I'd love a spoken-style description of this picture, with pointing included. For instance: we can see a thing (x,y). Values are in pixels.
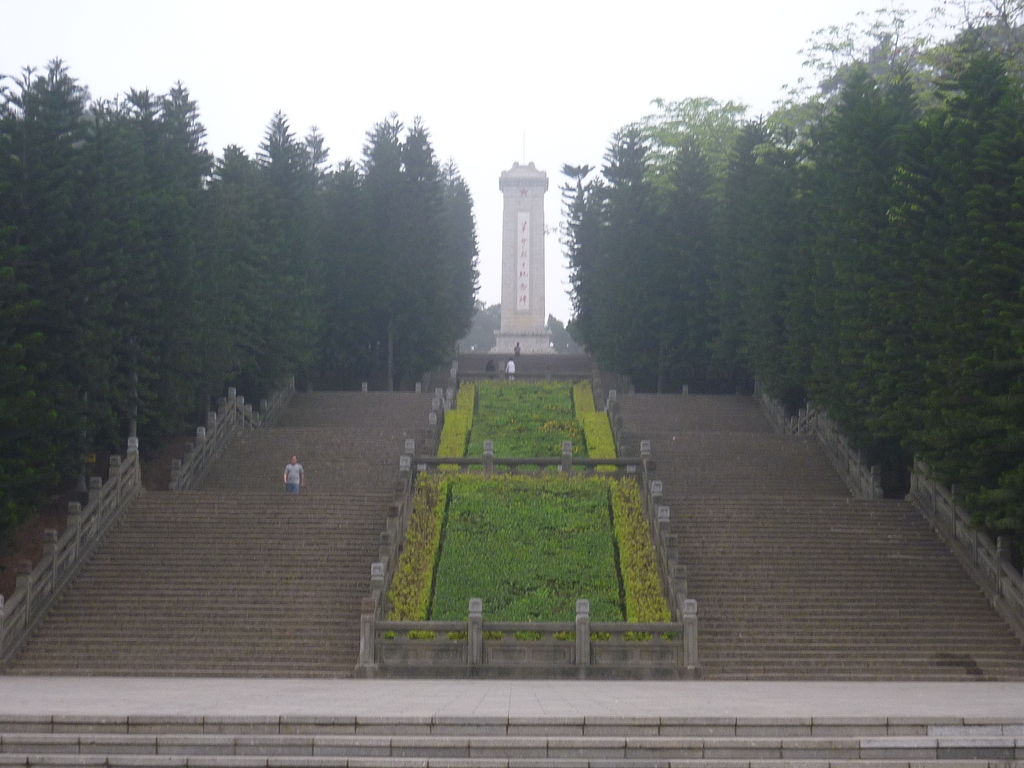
In the center of the image (511,273) there is a memorial (529,282). There are people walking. There are staircase (694,579). There are plants (504,485). To the both sides of the image there are trees (59,205). At the top of the image (479,60) there is sky (370,67).
